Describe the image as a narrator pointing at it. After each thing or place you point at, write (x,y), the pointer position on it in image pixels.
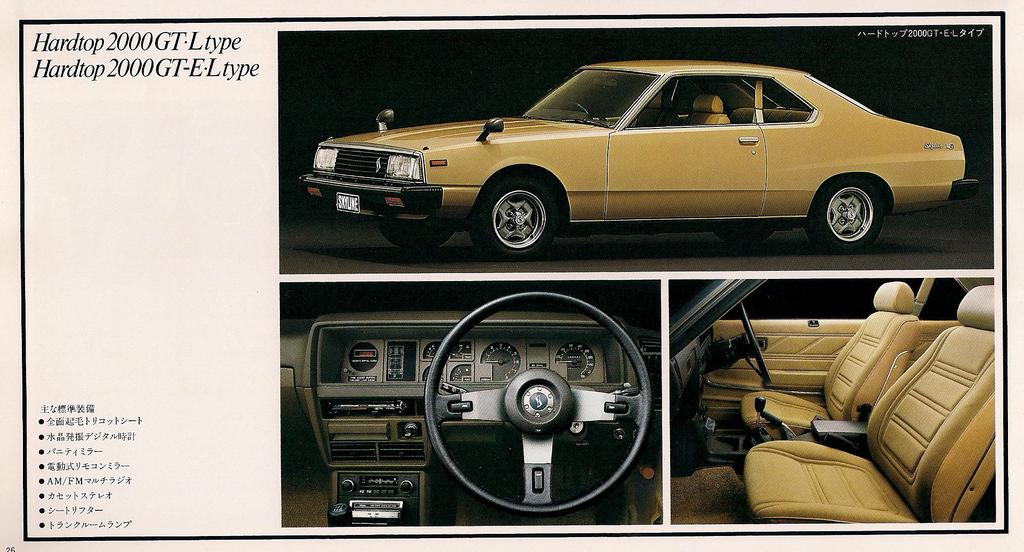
In this picture there is a image of a car (659,142) which is in gold color and in the below image there are interior images like steering (531,393) and seats (847,383) and there is something written beside it in the left corner (80,479).
